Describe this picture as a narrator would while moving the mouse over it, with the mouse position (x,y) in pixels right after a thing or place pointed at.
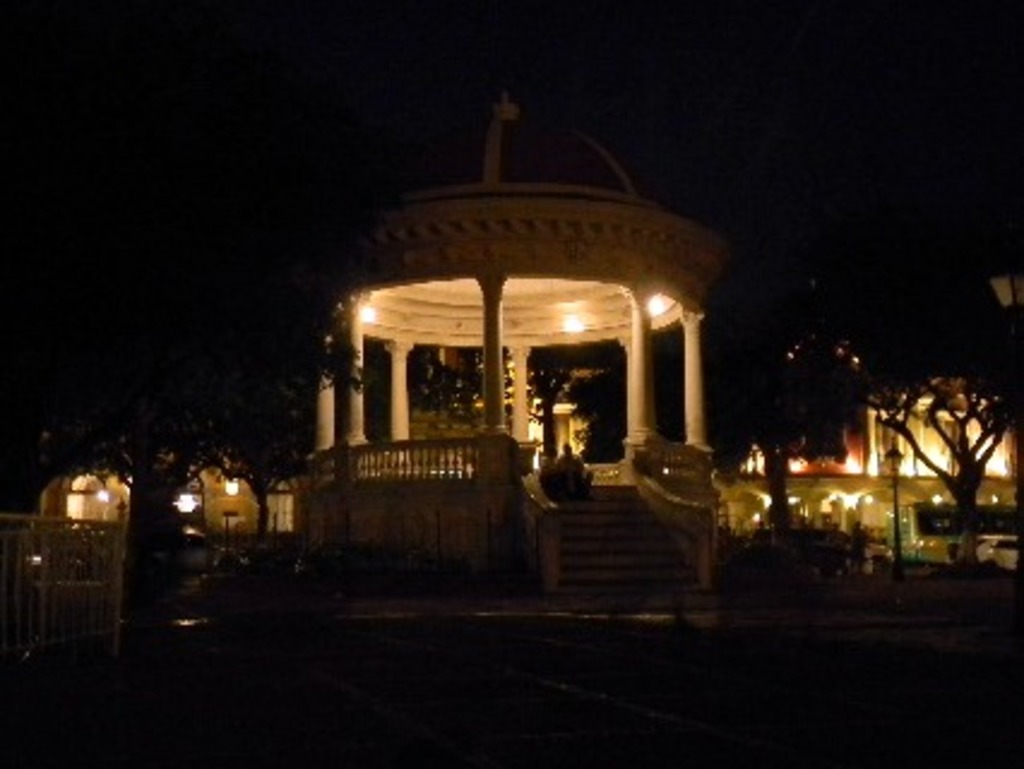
This picture is dark, in this picture we can see people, pillars (483,414), lights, railing (661,453), steps (612,495), trees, pole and fence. In the background of the image (998,453) we can see vehicles (838,536) and lights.
